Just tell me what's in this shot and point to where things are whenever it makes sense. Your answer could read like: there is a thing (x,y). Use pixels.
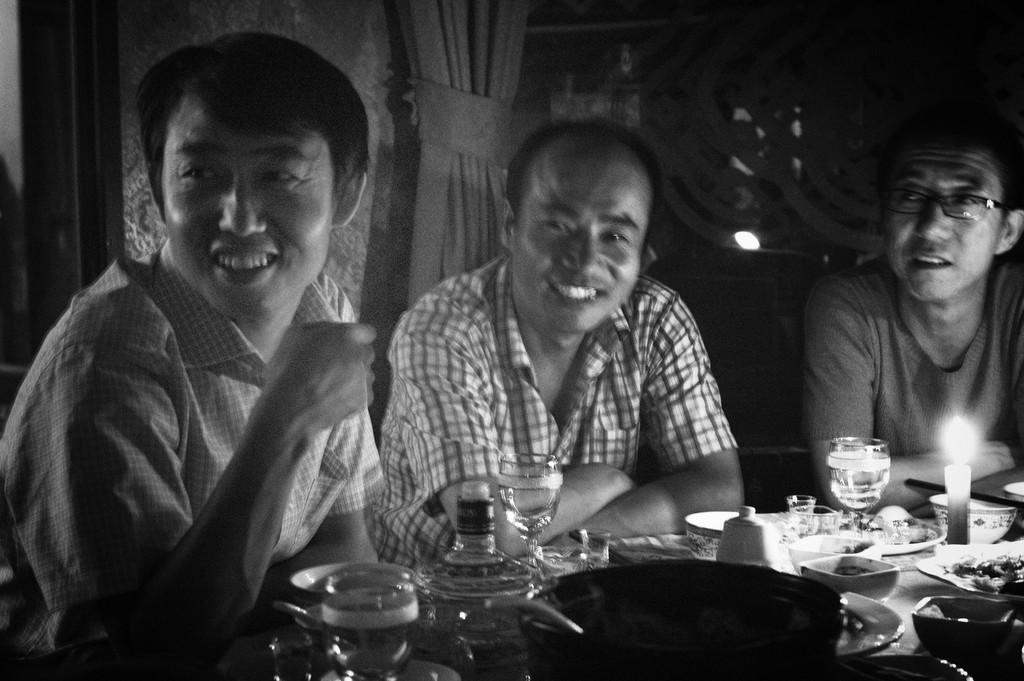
In this picture three people (296,311) are sitting on a table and eatables (919,533) are placed on top of it. In the background (474,80) we observe a curtain (485,86).
